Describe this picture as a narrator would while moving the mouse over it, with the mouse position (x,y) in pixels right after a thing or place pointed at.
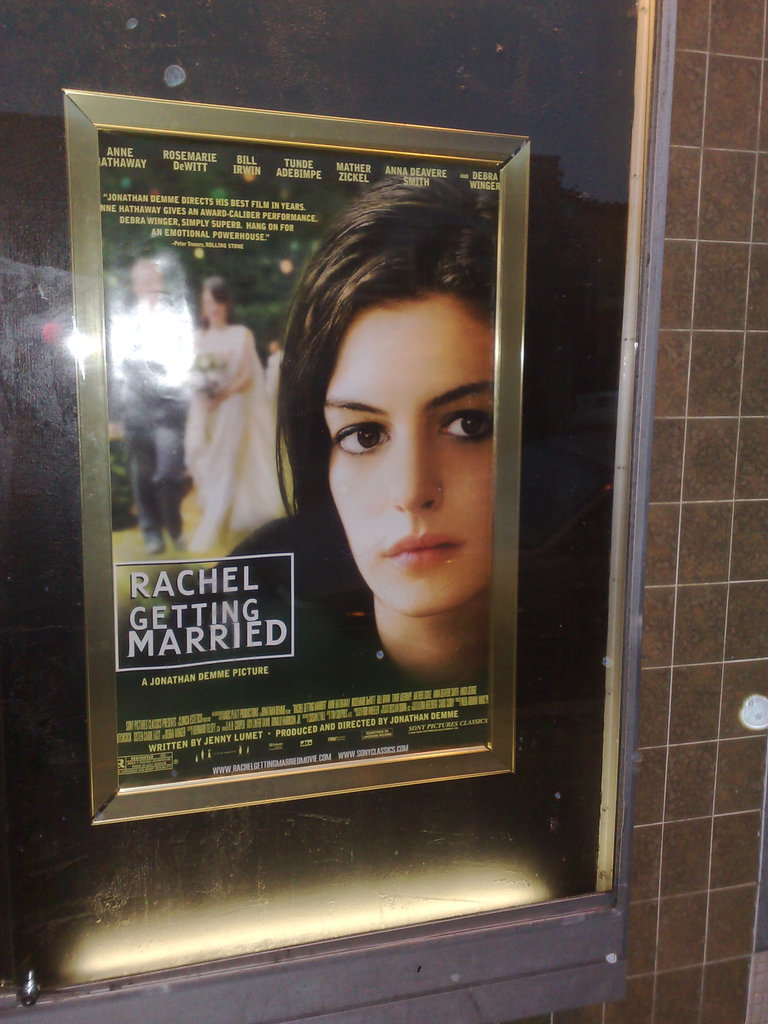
In this image in the foreground (525,336) there is one glass window (596,497) on the window (573,601) there is one poster (197,520) and on the right side (695,632) there is a wall (698,768), on the poster (222,558) there is some text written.
